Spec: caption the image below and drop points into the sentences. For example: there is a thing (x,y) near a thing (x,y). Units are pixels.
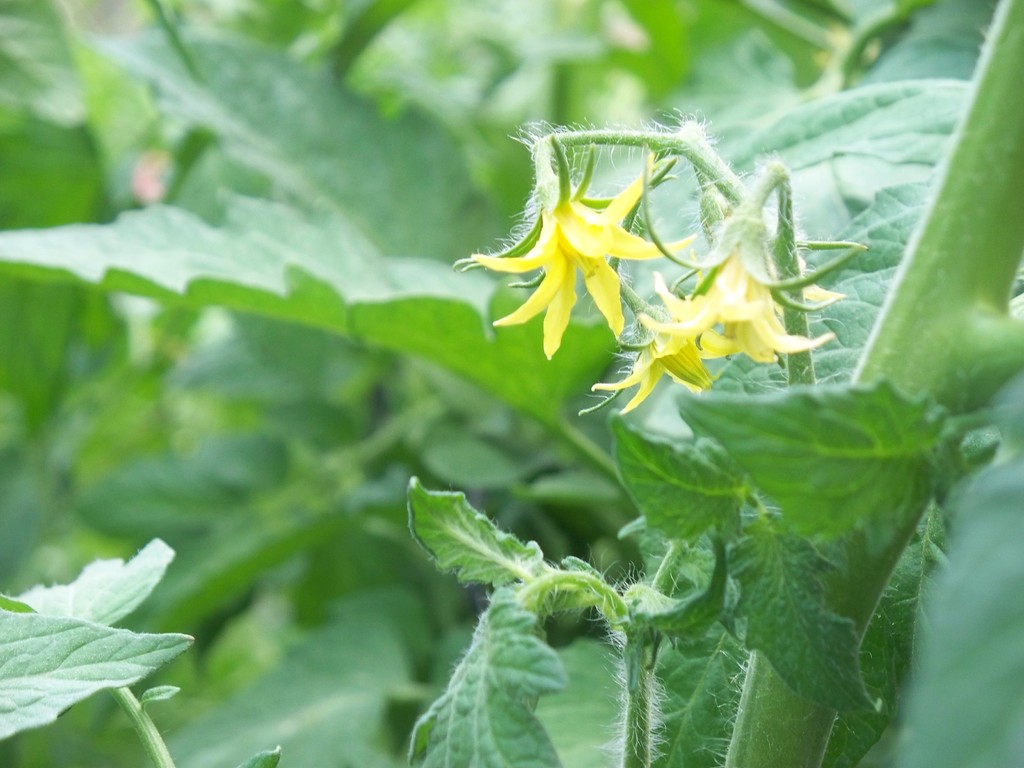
In this picture I can see the yellow flowers (563,212) and plants (819,279). At the bottom (668,607) I can see the leaves (786,633).
